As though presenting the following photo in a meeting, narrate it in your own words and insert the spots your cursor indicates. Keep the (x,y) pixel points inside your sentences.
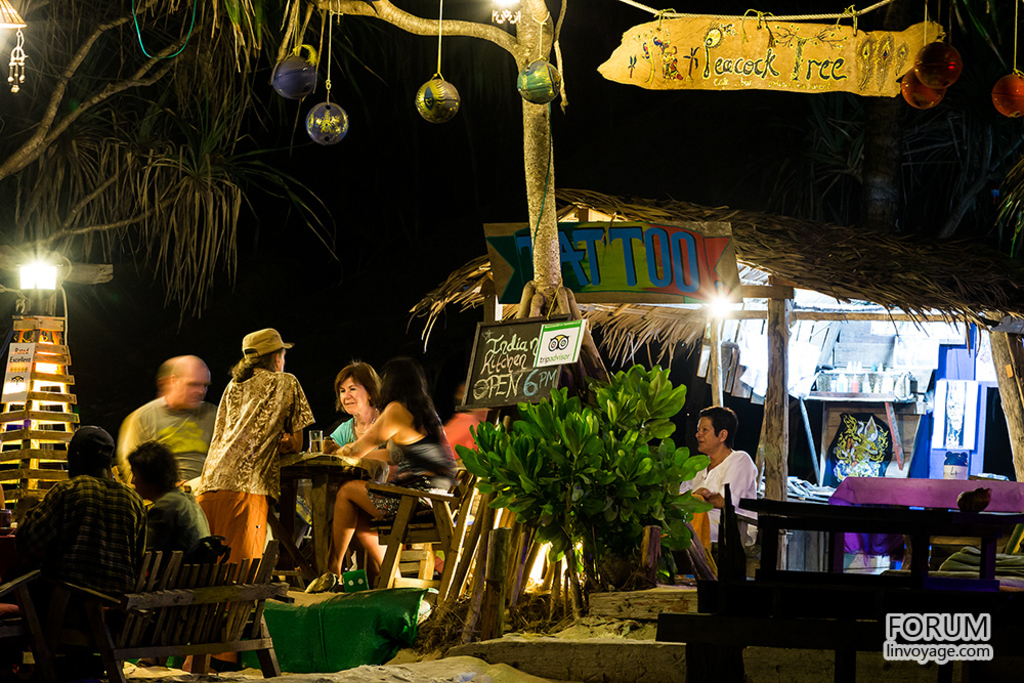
This image is taken outdoors. In this image the background (147,313) is dark. At the bottom of the image (488,666) there is a ground (450,660). On the left side of the image (196,262) there is a tree (116,156). There are a few lamps (40,274) and there is a wooden stand (43,415). There is a table (8,549) with a few things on it. Two men (116,540) are sitting on the chairs (189,621). Two people (258,511) are standing. On the right side of the image (691,214) there is a hut (865,279). There is a board (610,275) with a text (593,278) on it. There are a few objects (877,473) and there are many things (877,442) in the hut (789,475). There is a person (705,485). There is a plant (539,500). There are a few boards (536,363) with a text (513,396) on them. There are a few wooden sticks (516,541). Two women (413,449) are sitting on the chairs (383,530) and there is a table (314,488) with a glass (317,443) on it.
